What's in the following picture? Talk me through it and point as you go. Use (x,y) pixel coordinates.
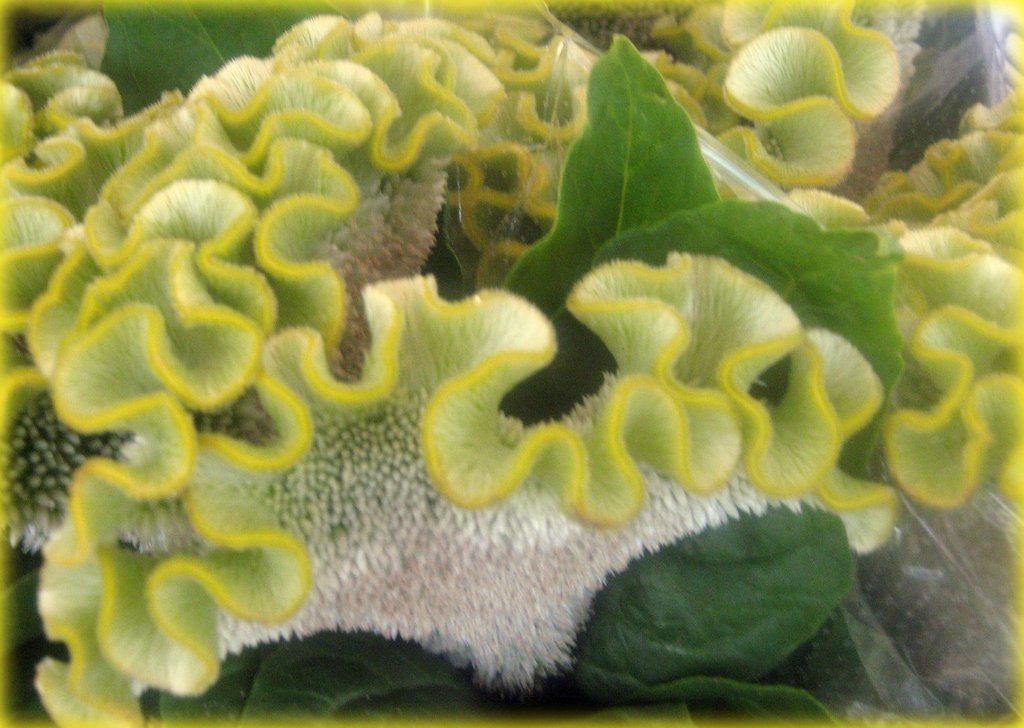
In this image, we can see some flowers (865,119) and leaves (571,202).
